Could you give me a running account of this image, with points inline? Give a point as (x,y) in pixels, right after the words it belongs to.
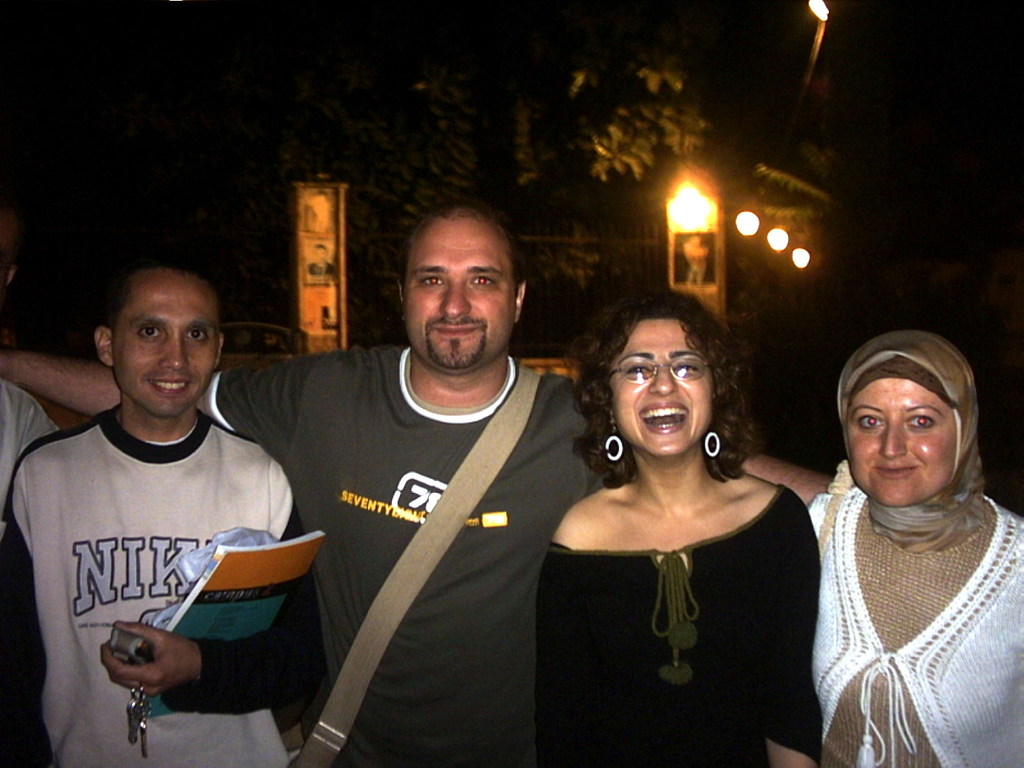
This picture contains four people (449,582) standing in front of the picture. The man (42,506) on the left corner of the picture (174,582) is holding books (284,575) and keys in his hands (157,664). Behind them, we see a building (716,251) and lights (699,221). We even see the trees (589,145). In the background (92,161), it is black in color and this picture is clicked in the dark.
